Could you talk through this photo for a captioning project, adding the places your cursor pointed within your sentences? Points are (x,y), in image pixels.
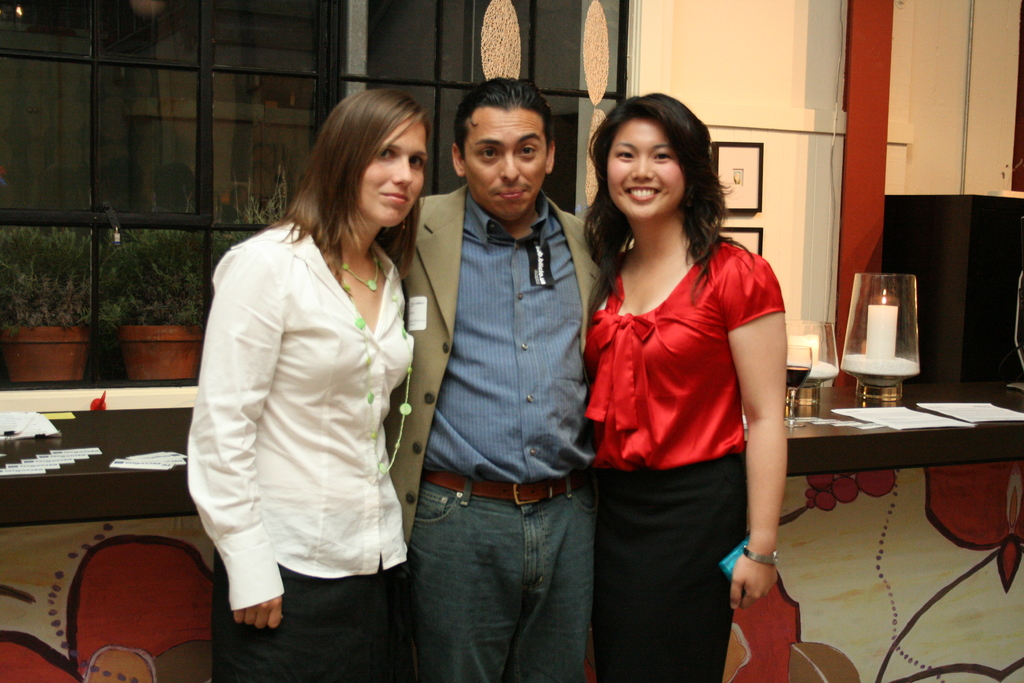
There is a man (564,441) and two women (652,476) standing in the foreground area of the image (436,462), there are papers (828,421) and other objects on the desk (817,412) behind them, it seems like there are windows (200,216), plants (158,290), frames (740,190) and candles (805,350) in the background (875,328) and painting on a wall (785,272).
